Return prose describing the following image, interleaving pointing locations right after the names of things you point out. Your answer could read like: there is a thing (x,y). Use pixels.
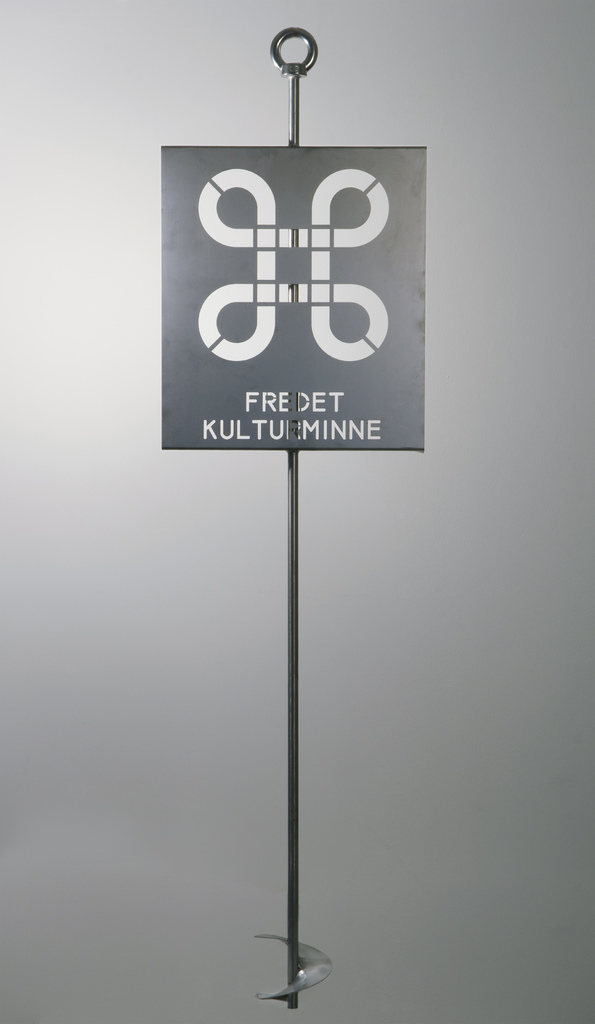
In this picture I can see a board (348,278) with a pole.
